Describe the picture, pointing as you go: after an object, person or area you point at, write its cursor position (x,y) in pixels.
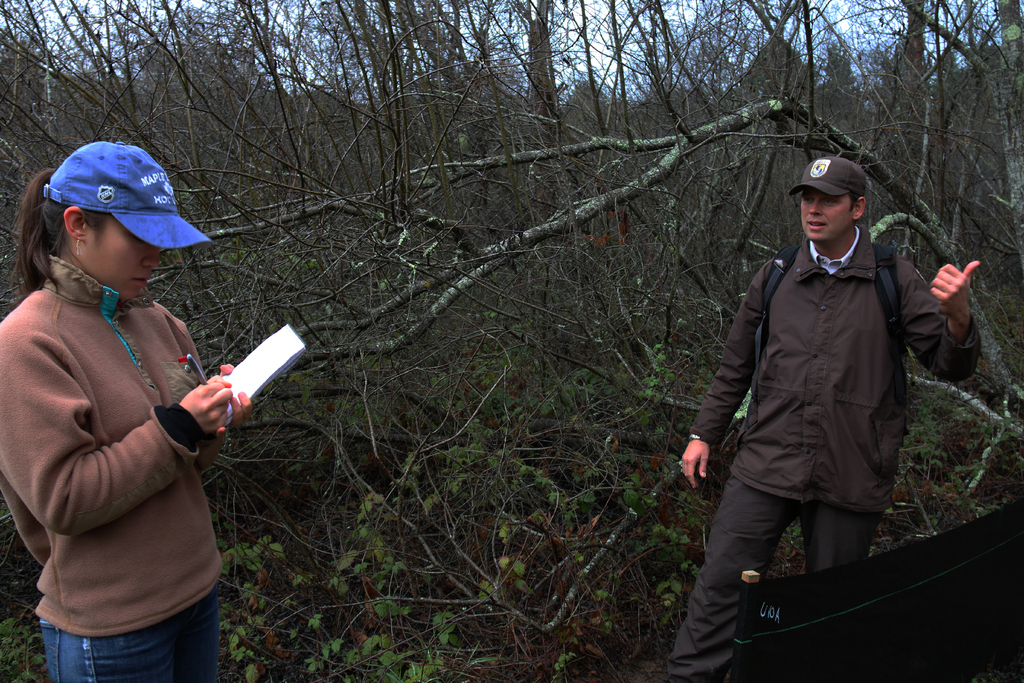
On the left of the image (62,400) we can see a lady (189,537) standing and holding a book (242,381) and a pen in her hands (198,399). On the right (838,422) there is a man (822,377). In the background (546,266) there are trees (547,210) and sky (576,37).
